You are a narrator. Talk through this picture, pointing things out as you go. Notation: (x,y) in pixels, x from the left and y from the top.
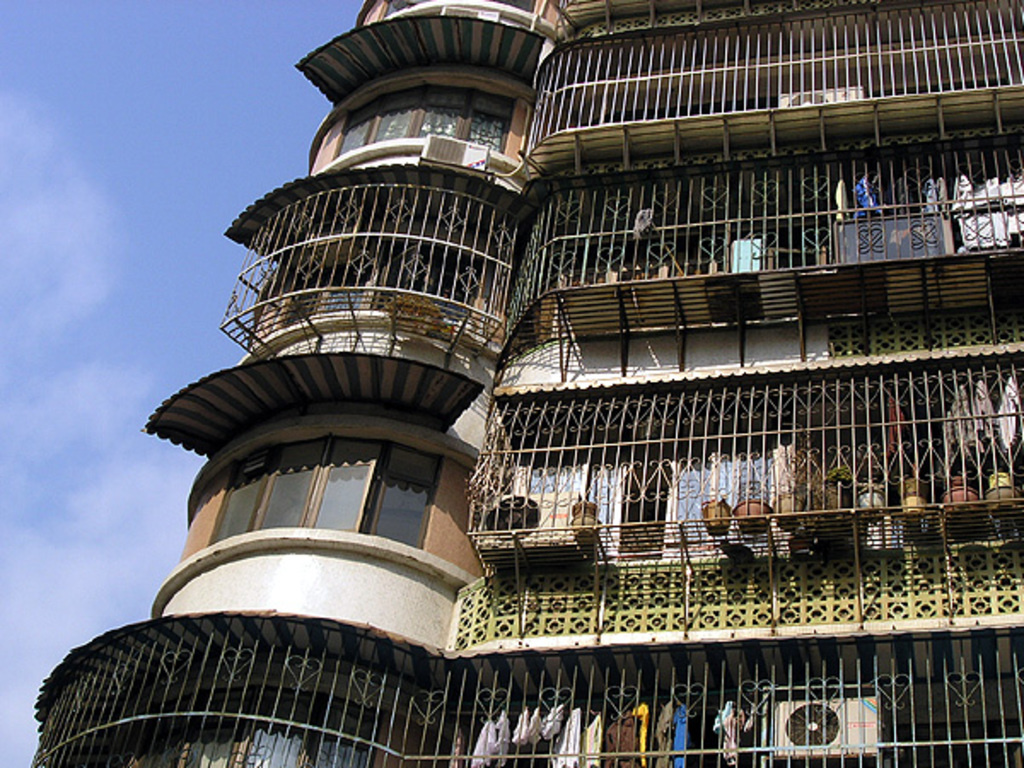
In this image we can see a building (570,184), here is the window glass (406,112), here are the flower pots (924,505), here are the clothes (1012,189), here is the grill (656,230), at above here is the sky (136,321).
